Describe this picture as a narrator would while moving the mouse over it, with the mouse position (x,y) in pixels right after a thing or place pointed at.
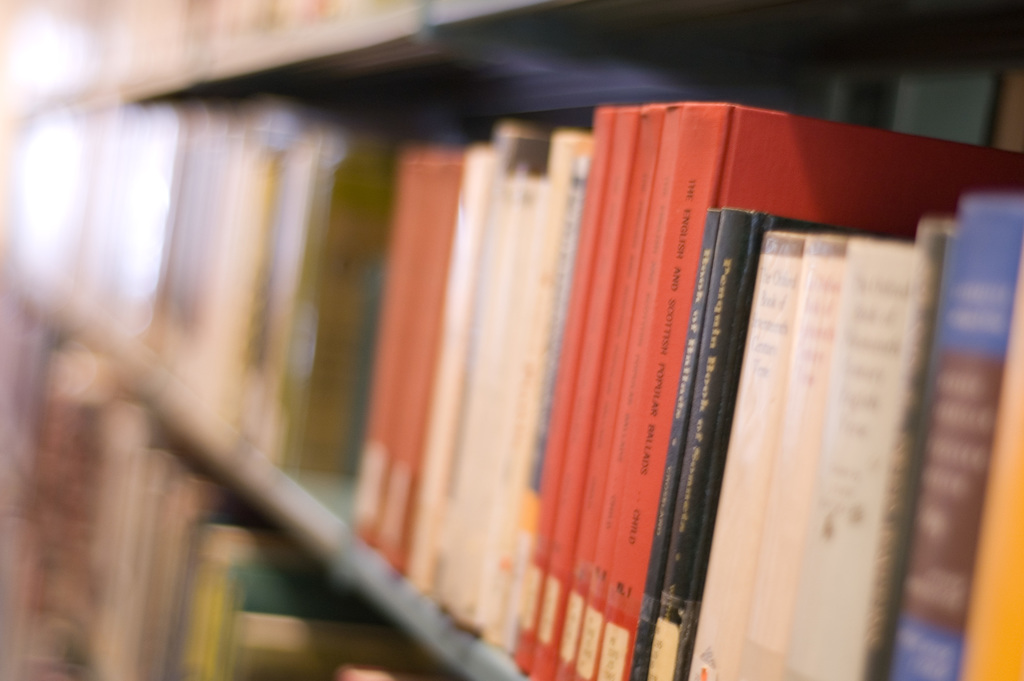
In this image we can see a pile of books (495,274) placed in a rack (345,577).
